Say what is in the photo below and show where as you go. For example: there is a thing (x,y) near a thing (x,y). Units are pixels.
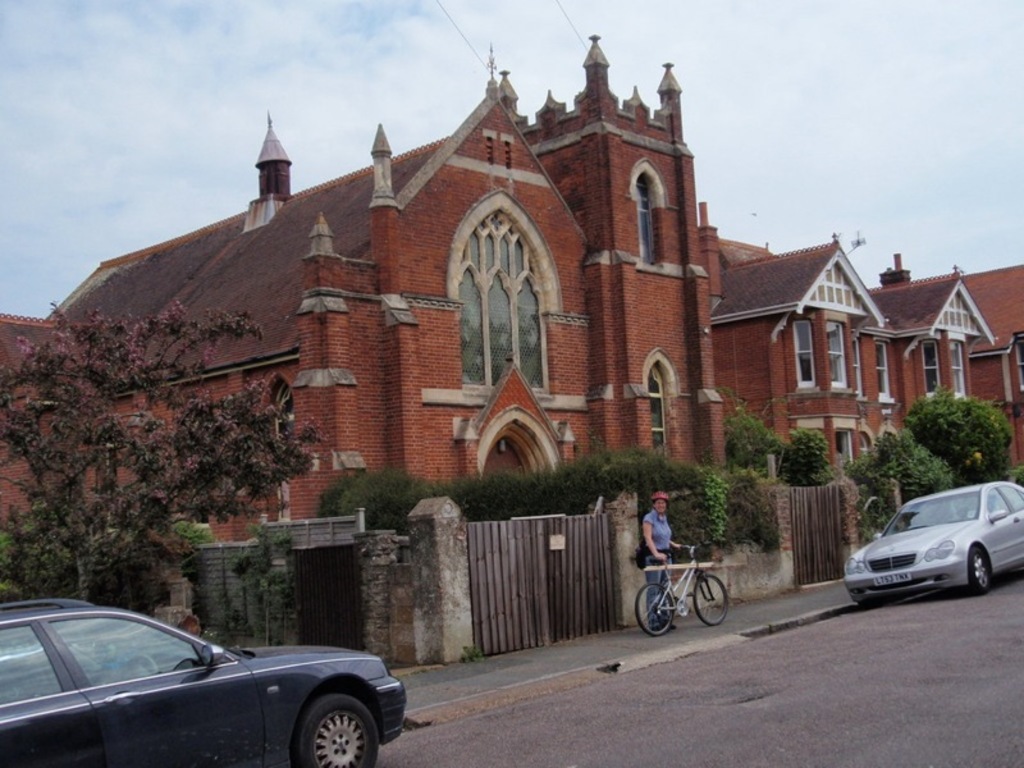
In the foreground of the picture (911,523) I can see two cars (326,761) on the road (921,632). There is a man (660,549) with bicycle (701,580) standing on the side of the road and looks like he is smiling. In the background (826,354), I can see a house (821,339) and glass windows (808,351). I can see the wooden fence (583,527) and trees (910,476) on the side of the road (708,620). There are clouds (215,123) in the sky (122,88).
